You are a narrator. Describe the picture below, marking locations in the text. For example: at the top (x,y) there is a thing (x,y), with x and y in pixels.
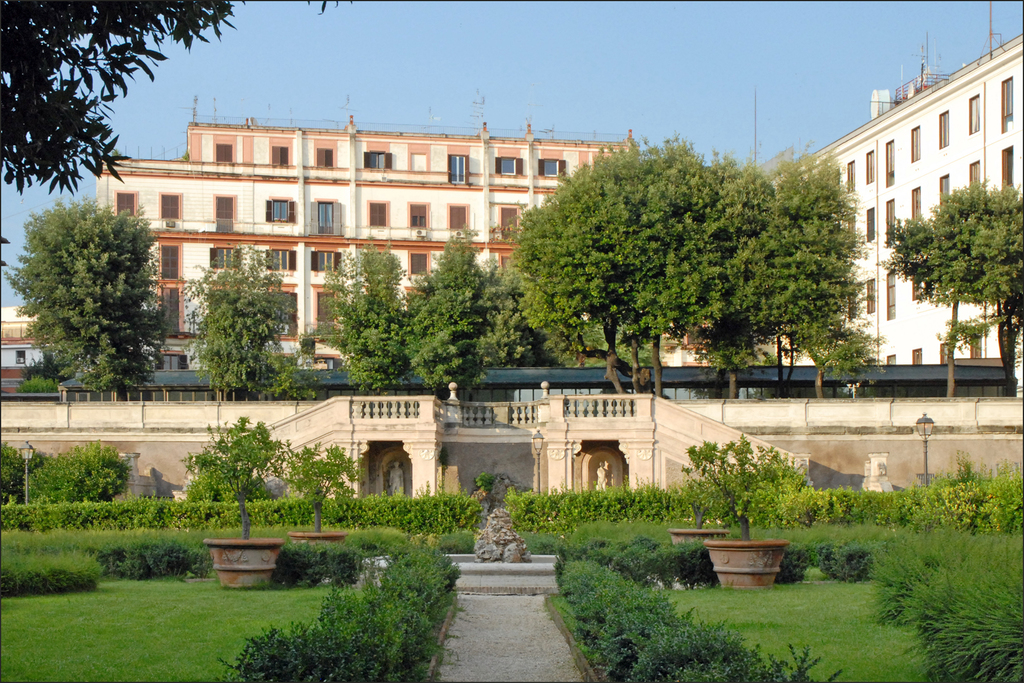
There are grass lawns (311,606), bushes (438,597) and pot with plants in the front (537,510). In the back (341,444) there's a wall (690,430). Near to that there are railings (536,410). Also there are trees (717,300). In the background (390,201) there are buildings (427,194) with windows (413,211). Also there is sky (660,77).
